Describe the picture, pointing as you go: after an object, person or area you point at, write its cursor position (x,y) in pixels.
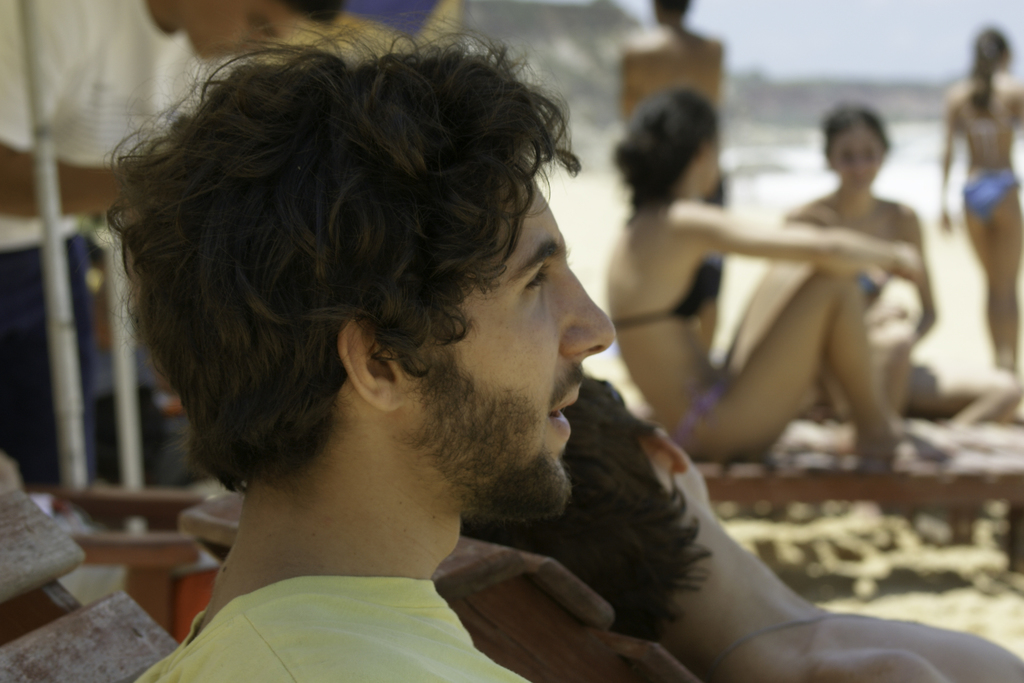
In this picture, we see a man (285,551) in yellow T-shirt (220,649) is sitting. Beside him, we see two women (793,292) sitting and behind them, there are two people (703,42) standing. This picture might be clicked at the beach (755,527). In the background (409,21), it is blurred.
